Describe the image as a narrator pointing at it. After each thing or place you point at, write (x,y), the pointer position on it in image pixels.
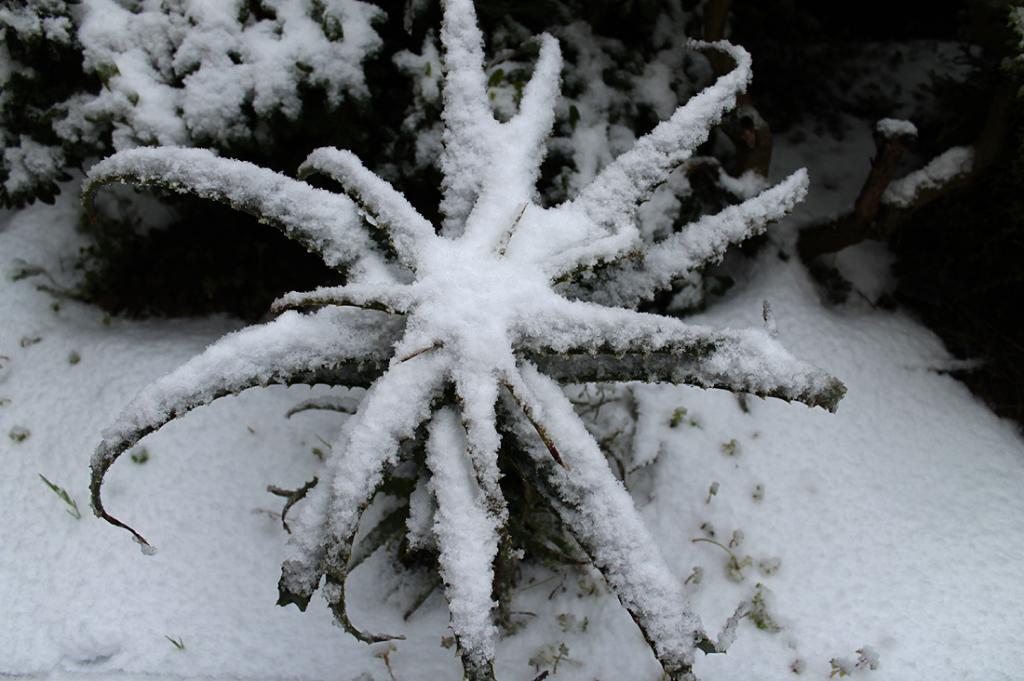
In this image we can see a plant (603,498) covered with snow (725,492).
